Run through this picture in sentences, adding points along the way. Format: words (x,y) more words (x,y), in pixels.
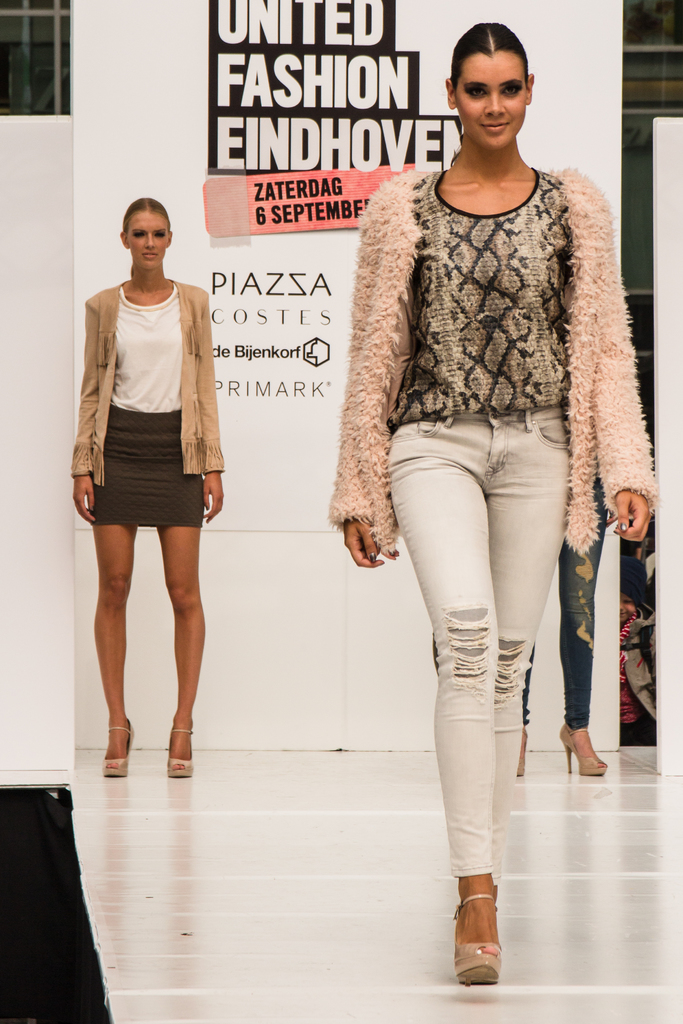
In this image we can see group of persons (440,539) standing on the floor (503,892). One woman (139,393) is wearing a brown coat (96,435). In the background (205,0), we can see a poster (382,122) with some text (319,183) on it.
